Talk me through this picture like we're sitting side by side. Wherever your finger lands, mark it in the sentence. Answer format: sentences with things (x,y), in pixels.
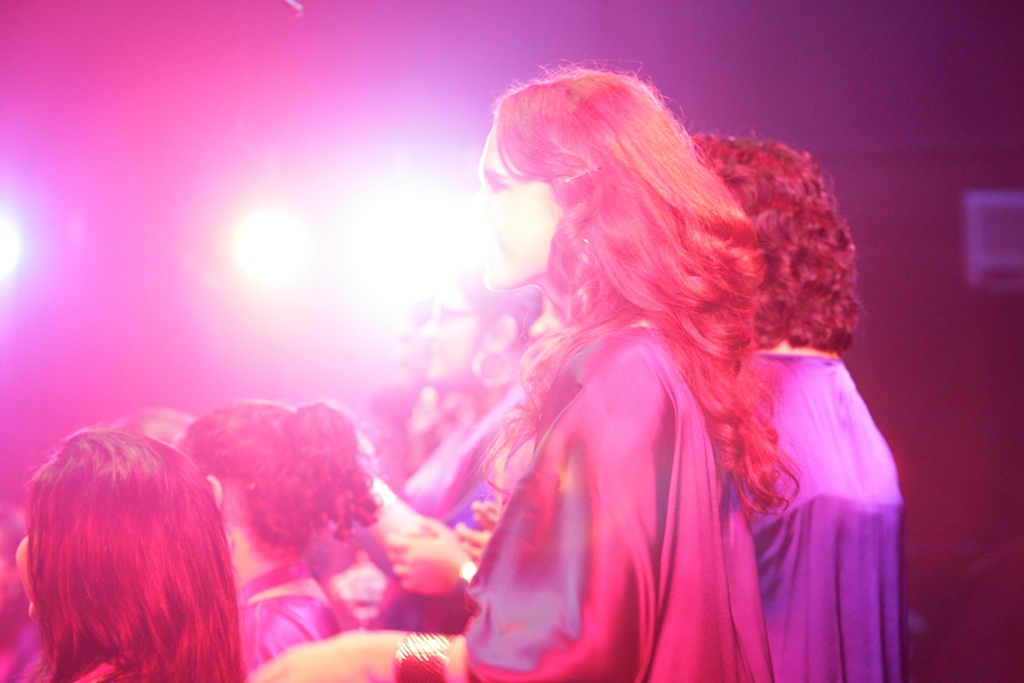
This picture describes about group of people (435,392), in the background (2,208) we can see few lights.
